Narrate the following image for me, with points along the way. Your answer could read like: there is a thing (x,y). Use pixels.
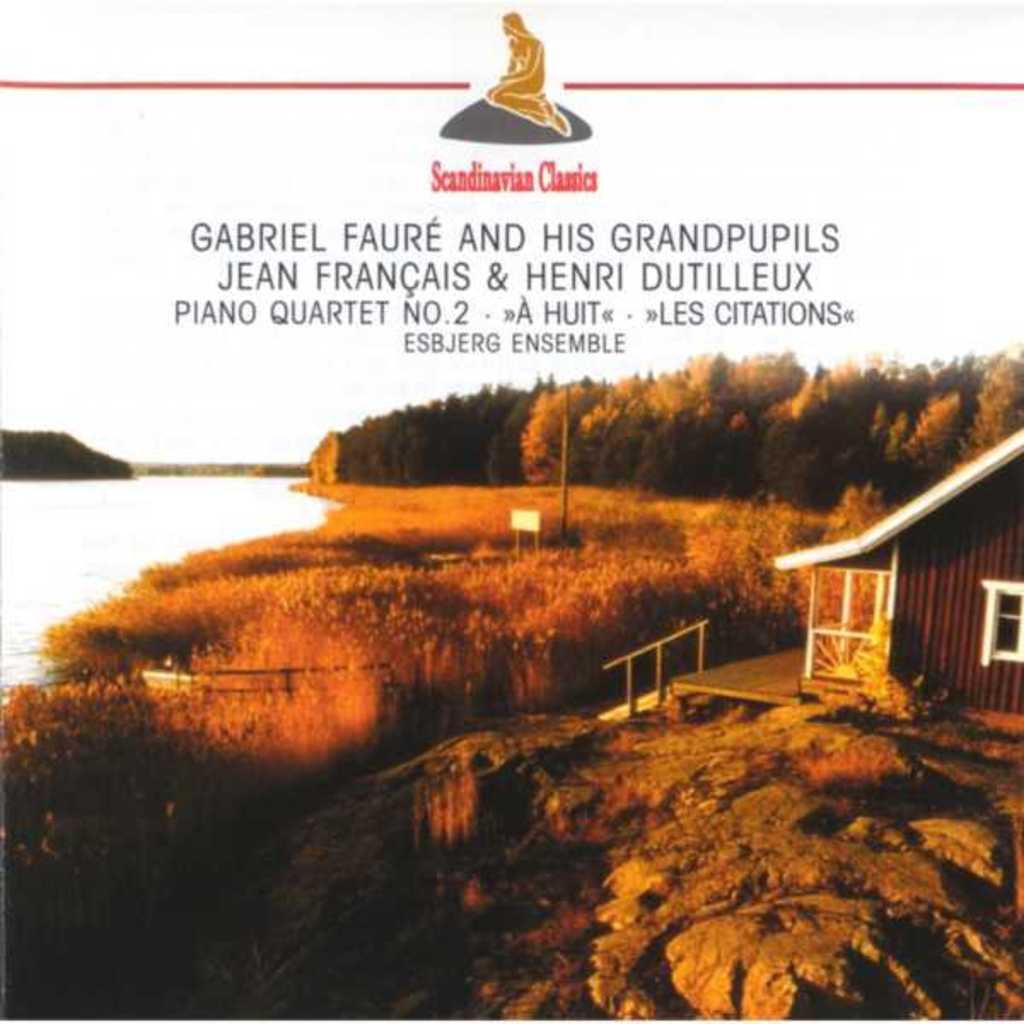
At the bottom of the picture (741,878), we see rocks (848,832). Beside that, we see a hut (928,636) in brown color with a white color roof (956,482). Beside that, we see a staircase (652,697) and a stair railing (658,679). Beside that, we see grass (310,593) and trees (522,455). On the left side (190,503), we see water (34,559) and this water (89,560) might be in the lake (151,509). There are trees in the background (107,480). At the top of the picture (726,312), we see some text (356,223) written. This picture might be a poster.
